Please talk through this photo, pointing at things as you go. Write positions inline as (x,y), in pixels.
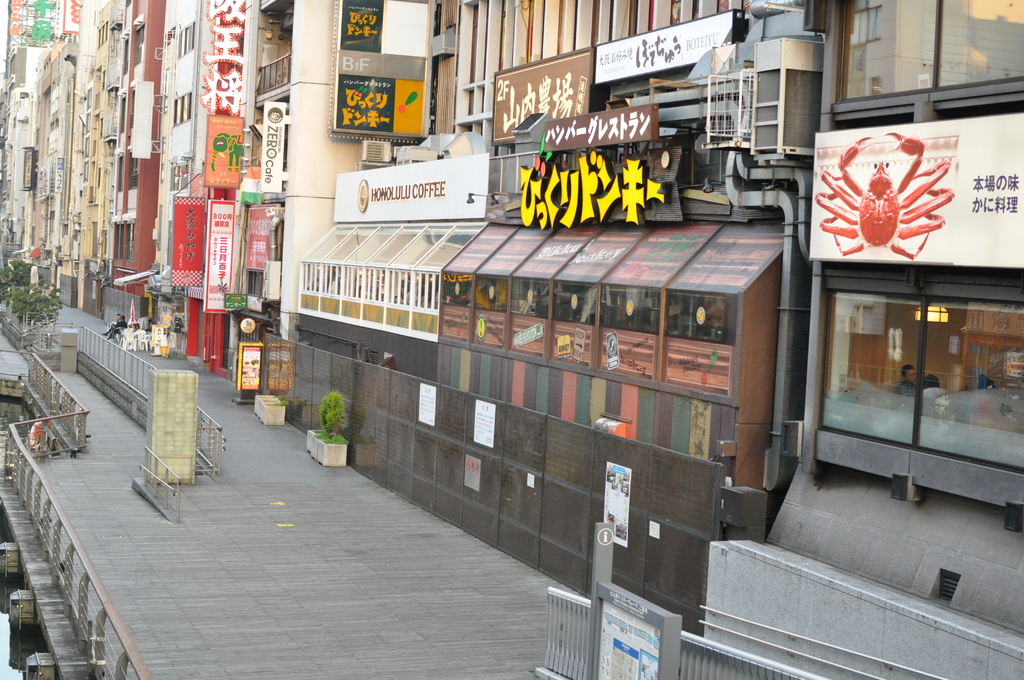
In this image I can see few stalls (636,281), I can also see few buildings (319,64) in cream, brown and white color, plants (281,399) and trees (21,317) in green color, railings (124,380), glass windows (731,335) and I can also see few banners (889,249) attached to the buildings (898,118).
